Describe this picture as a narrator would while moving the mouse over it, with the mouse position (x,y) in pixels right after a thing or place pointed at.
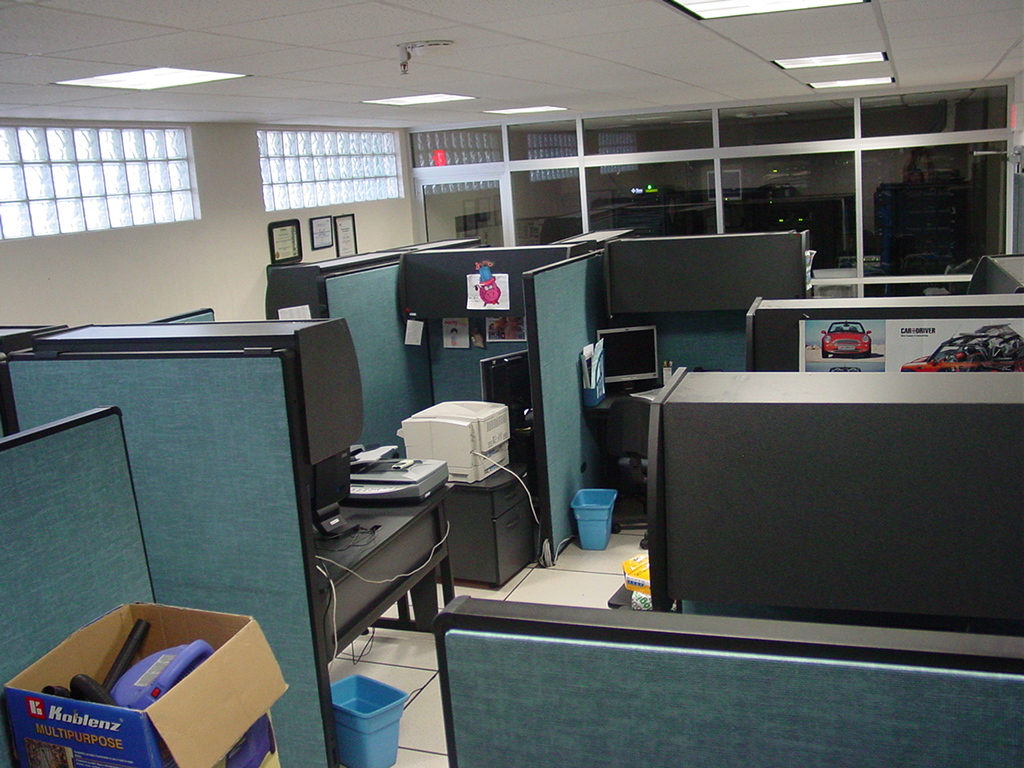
In this image there are monitors (626,336), there are objects (607,523) which are black and blue in colour, there is a printer (477,429) and there are cabins (587,455). On the left side (341,225) there are frames (325,240) on the wall (226,247). In the background (628,196) there are windows (739,196) and at the top (850,66) there are lights (841,57). In the front (201,713) there is a box (185,714) and in the box (136,720) there are objects (160,671) which are black and purple in colour and there are posters (505,335) on the partition wall (514,316) of cabin (541,326).
